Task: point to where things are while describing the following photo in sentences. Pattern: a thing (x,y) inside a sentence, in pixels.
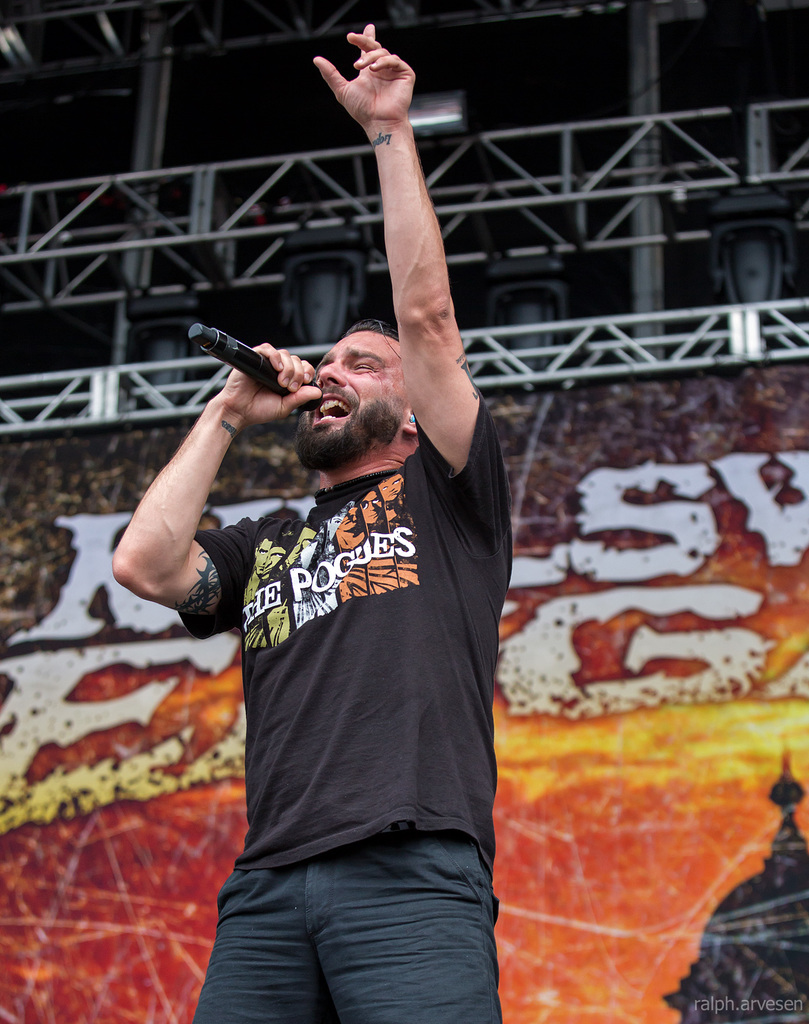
In the center of the image (377,494) we can see a man (340,557) is standing and holding a mic (303,408) and talking. In the background of the image (800,332) we can see the rods (584,128), poles (640,148), lights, wall (613,962), board (590,639). In the bottom right corner (715,1005) we can see the text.
